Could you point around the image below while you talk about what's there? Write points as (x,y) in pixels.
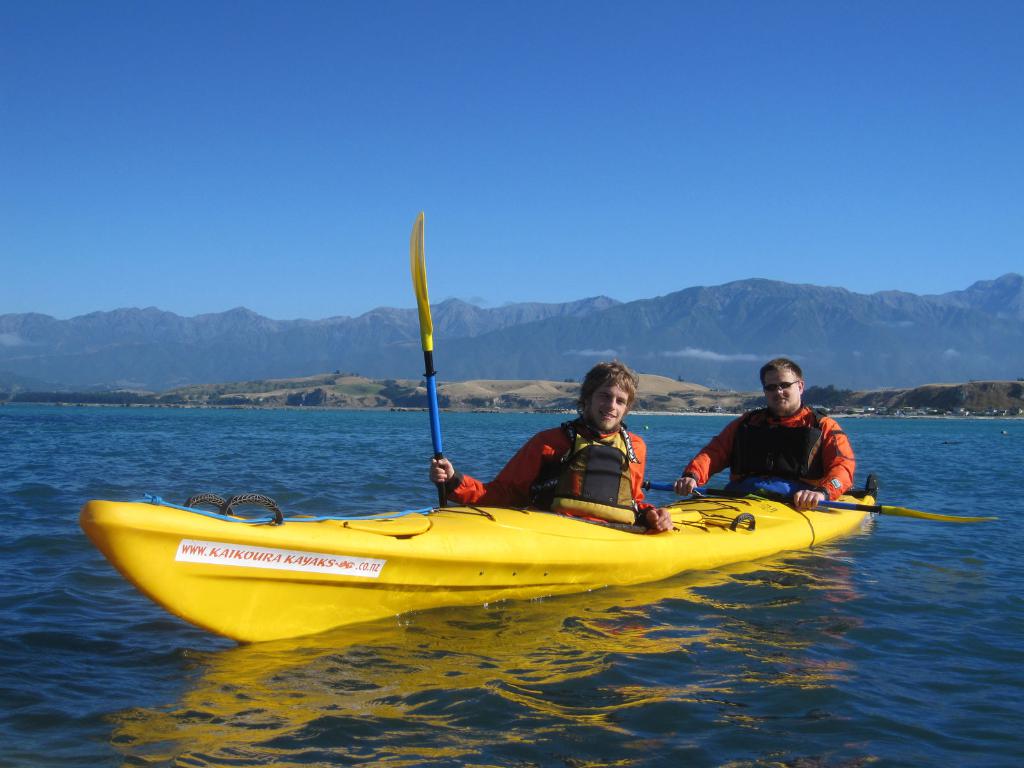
In this image we can see men (786,471) sitting on the kayak boat (541,523) and holding oars (760,498) in their hands (658,515). In the background (511,344) we can see hills (271,392), mountains (407,358) and sky (513,216).
